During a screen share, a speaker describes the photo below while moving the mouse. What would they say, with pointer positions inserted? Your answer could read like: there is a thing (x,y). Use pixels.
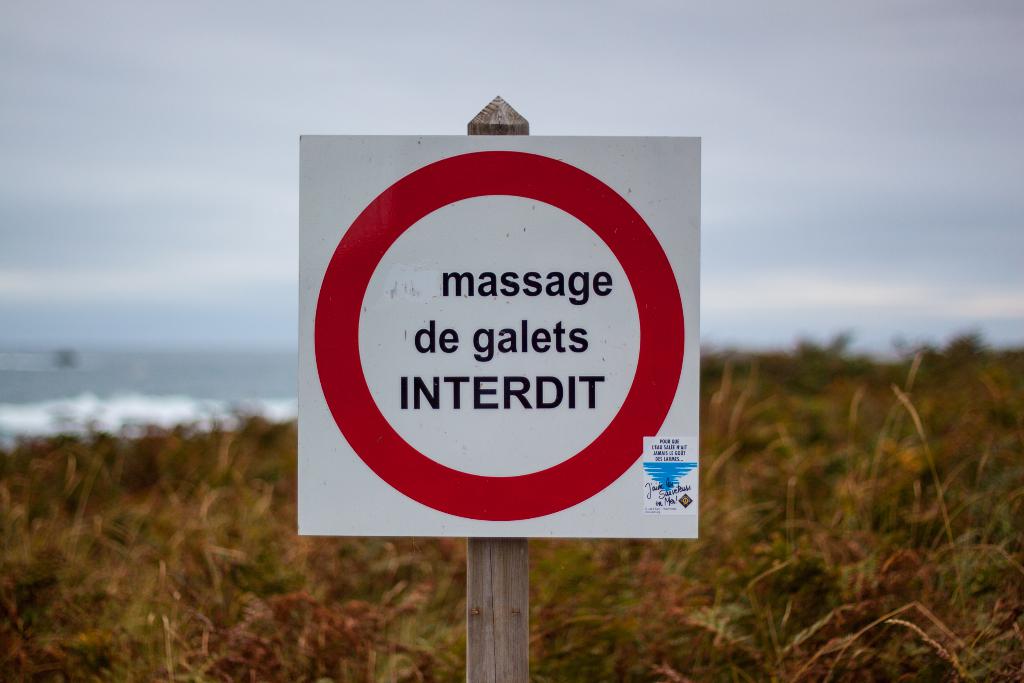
In this image we can see a signboard (323,502) to a wooden pole (483,558). On the backside (694,650) we can see some plants (778,535), a water body (180,381) and the sky (151,204) which looks cloudy.
